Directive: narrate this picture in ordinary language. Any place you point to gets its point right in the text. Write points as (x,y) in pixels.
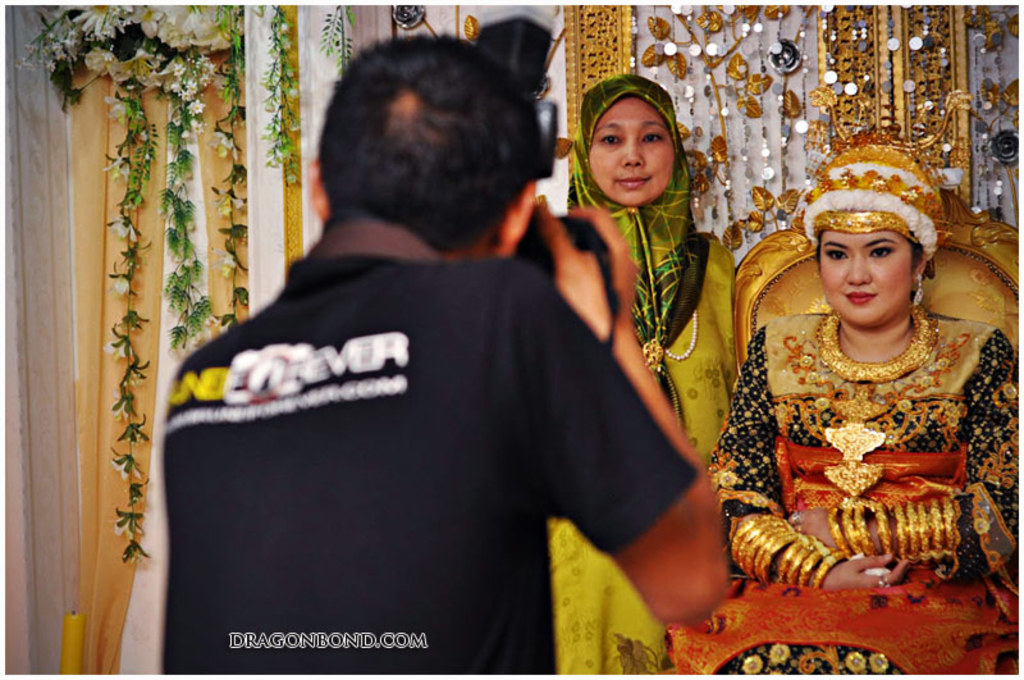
In this image there is a photographer (653,400) clicking pictures of a woman (794,422) sitting in a chair (782,290), beside the woman (810,356) there is another woman (721,272) standing, behind them there are flowers (137,165) decorated on a curtain (91,228), at the bottom of the image (307,642) there is some text (307,642).
